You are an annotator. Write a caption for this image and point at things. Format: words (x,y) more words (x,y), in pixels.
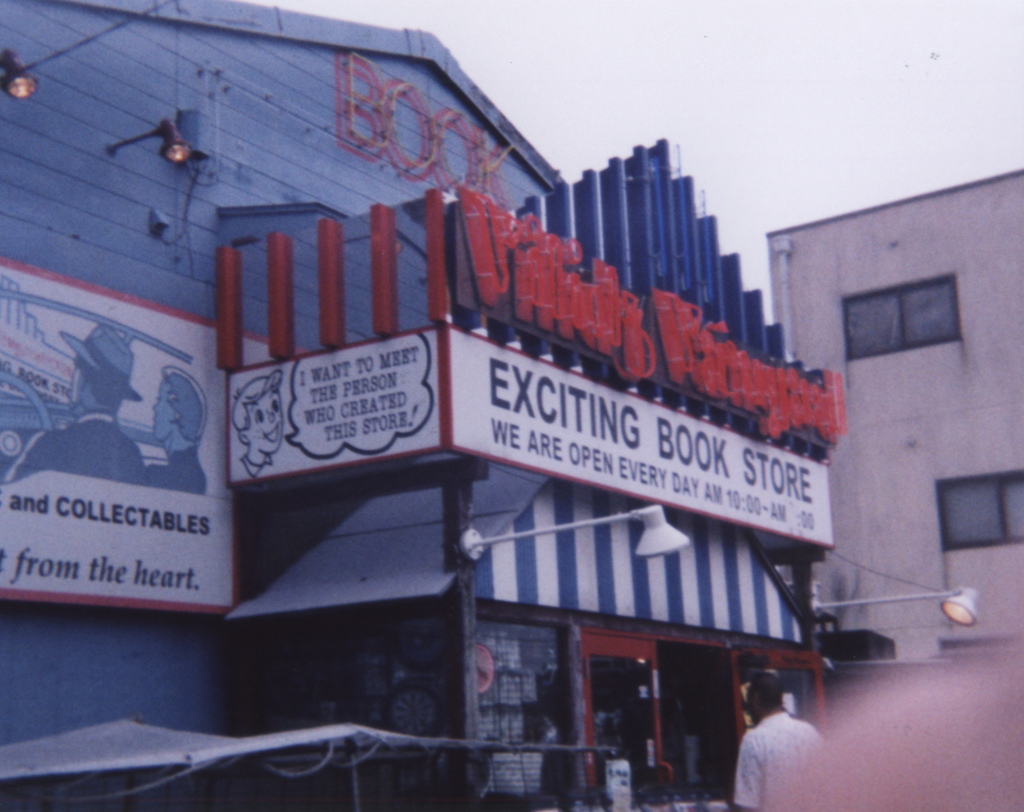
In this picture we can see buildings (966,456), there are boards (203,406) in the middle (486,416), we can see some text (608,461) on these boards (415,443), on the right side (926,593) there are two lights (938,596), we can see a person (778,699) at the bottom (759,761), there is the sky (726,77) at the top of the picture (719,80).
